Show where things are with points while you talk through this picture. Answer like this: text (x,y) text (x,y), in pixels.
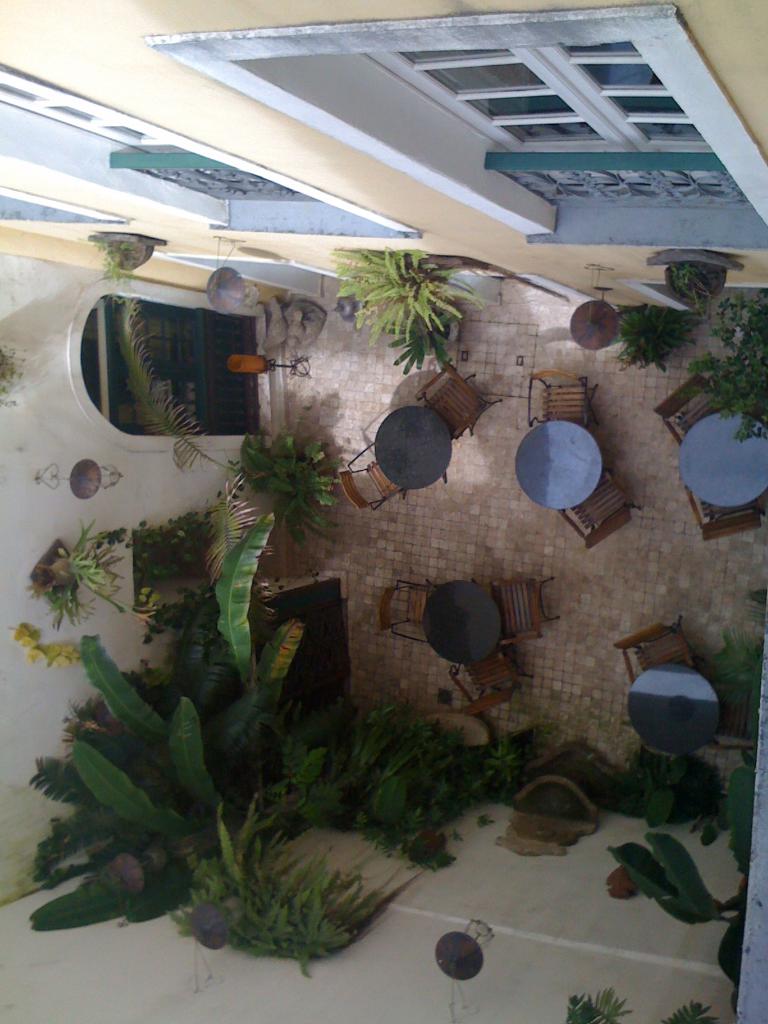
This is an image of the room (201,568) where we can see table (648,714) with chairs (515,624) around, also there are some plants (503,736) on the wall (539,1013) and windows (99,178).
